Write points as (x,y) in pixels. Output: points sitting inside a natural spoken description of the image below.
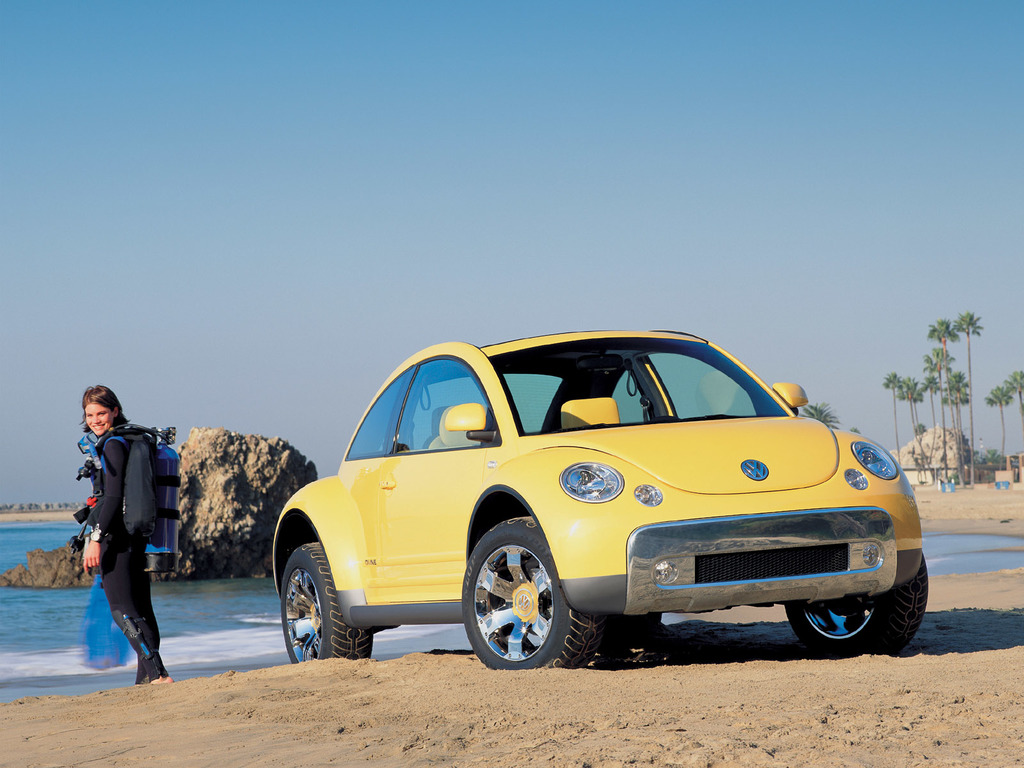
At the bottom of the image (516,648) on the sea shore (247,683) there is a car (665,544). And also there is a lady (108,492) standing and carrying an oxygen cylinder (170,507) on her back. Behind her there is a rock (27,583) in the water (218,605). On the right side of the image (933,393) in the background (962,389) there are trees (957,451). At the top of the image (349,110) there is sky (690,155).
